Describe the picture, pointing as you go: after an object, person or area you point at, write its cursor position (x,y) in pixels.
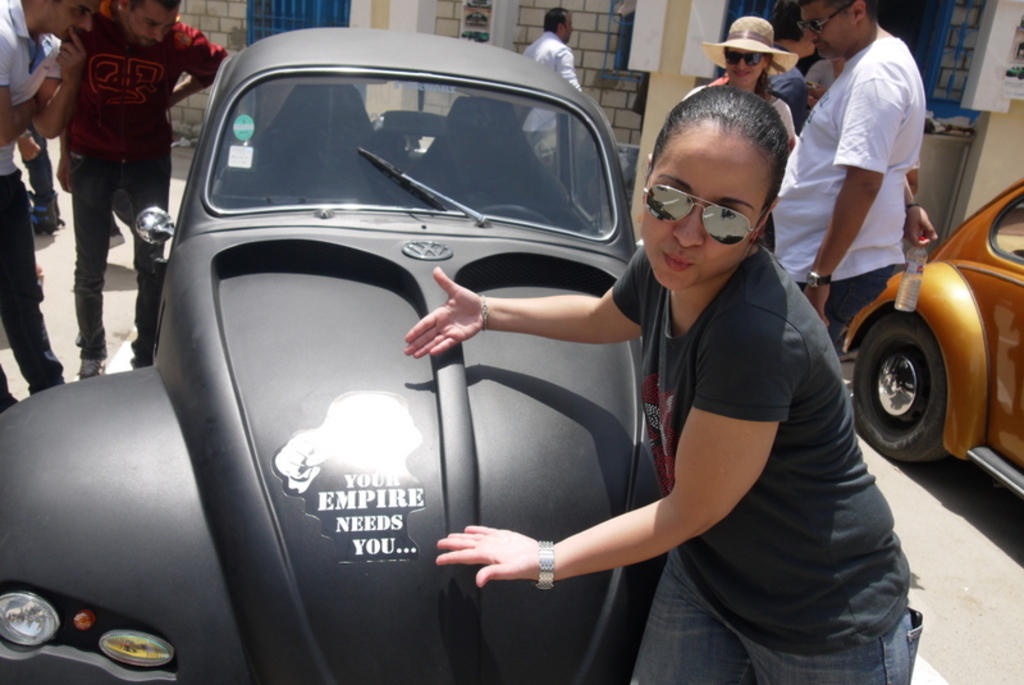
In this image we can see some persons (76,28) standing near the black car (222,238) which is of Volkswagen and a person (661,425) wearing black color T-shirt (744,569), blue color jeans (732,649) standing in front of car (527,409) and posing for a photograph and in the background of the image (223,34) there is wall (383,23), on right side of the image (881,322) there is another car (949,272) which is of different color.
